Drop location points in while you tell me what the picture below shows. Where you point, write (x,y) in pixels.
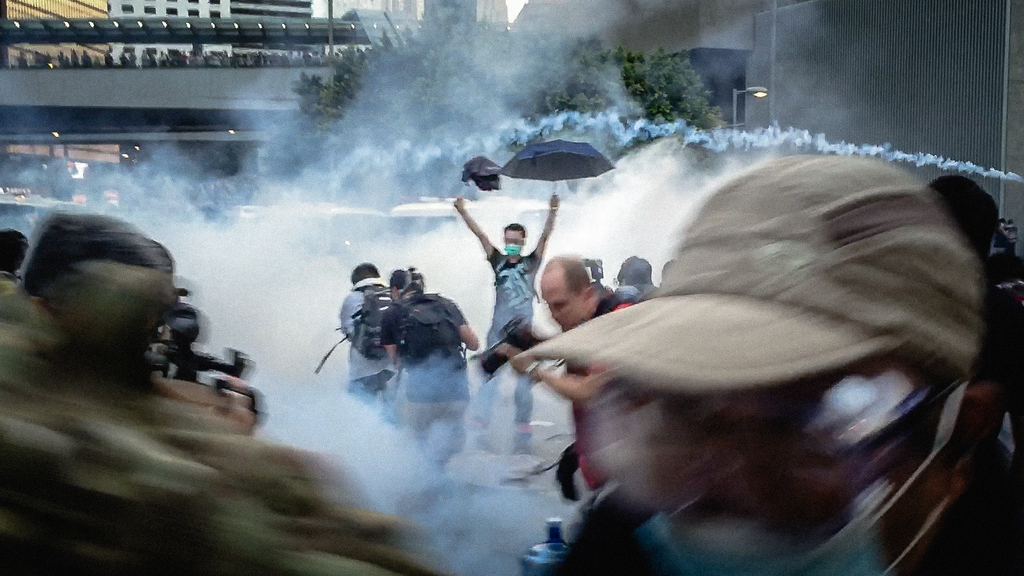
In this image I can see number of people (113,343) are standing and I can see few of them are carrying bags (367,346) and few are holding cameras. On the left side (167,289) I can see one person (168,274) is holding a camera (257,400) and on the right side (746,380) I can see one of them is wearing a cap (772,372). In the background (508,285) I can see one man (555,201) is holding an umbrella (565,179). I can also see smoke (458,170), few trees (680,103), number of buildings (40,148), number of lights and a pole (735,132) in the background (740,58).
